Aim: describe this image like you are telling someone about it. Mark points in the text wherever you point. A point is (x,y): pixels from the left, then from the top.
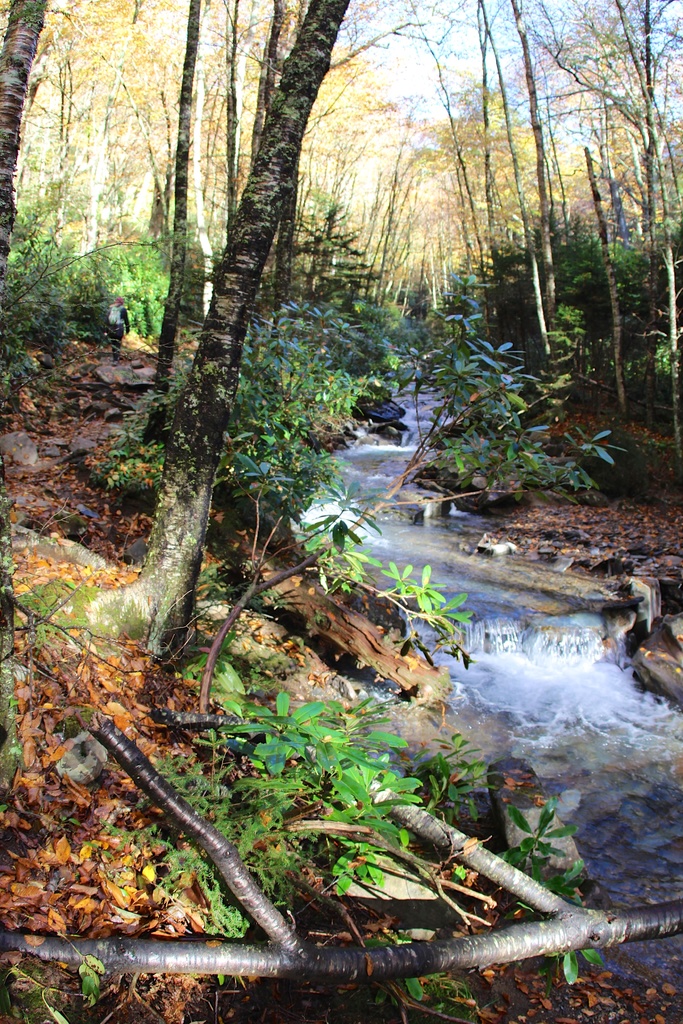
This picture shows trees (537,335) and we see few plants (287,450) and water (458,718) flowing.
